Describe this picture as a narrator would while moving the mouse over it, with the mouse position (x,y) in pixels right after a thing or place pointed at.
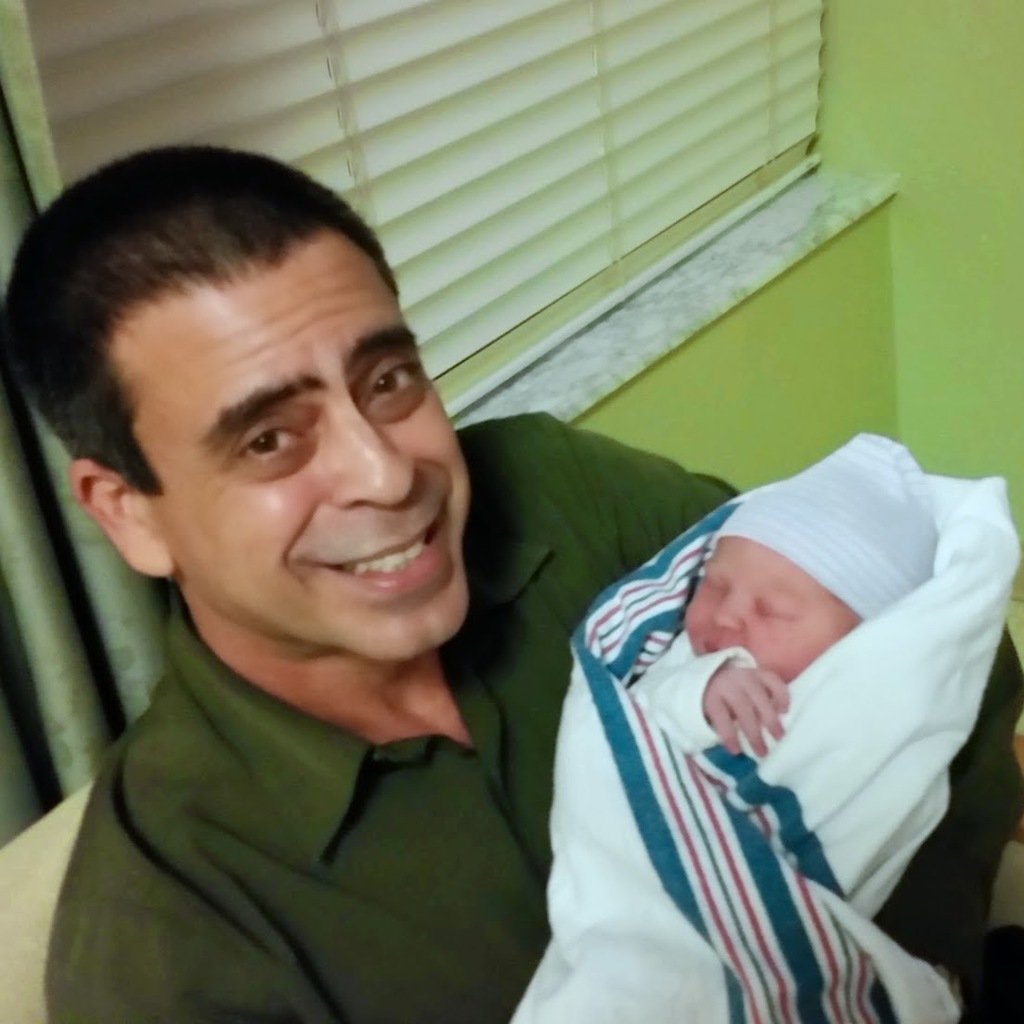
In the picture I can see person (430,792) holding a baby (751,904), behind there is a window (633,231) to the wall (661,404).
